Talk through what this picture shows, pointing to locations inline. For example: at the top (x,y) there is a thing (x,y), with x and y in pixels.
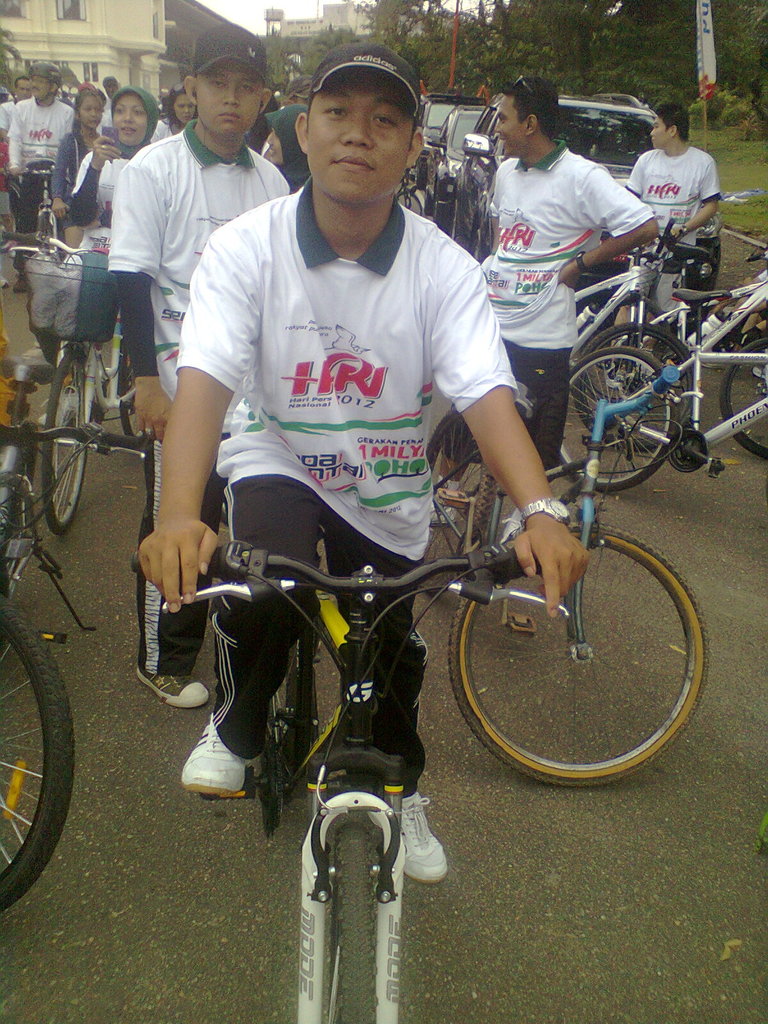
In this image i can see a man (335,355) wearing a hat (348,84), white t shirt (352,354) and black pant (251,628) is riding a bicycle (280,796). In the background (199,618) i can see few people (89,170) standing and few people (175,233) riding a bicycle (649,317), and few vehicles (467,117), few buildings (125,3), few trees (531,65) and the sky (260,25).
